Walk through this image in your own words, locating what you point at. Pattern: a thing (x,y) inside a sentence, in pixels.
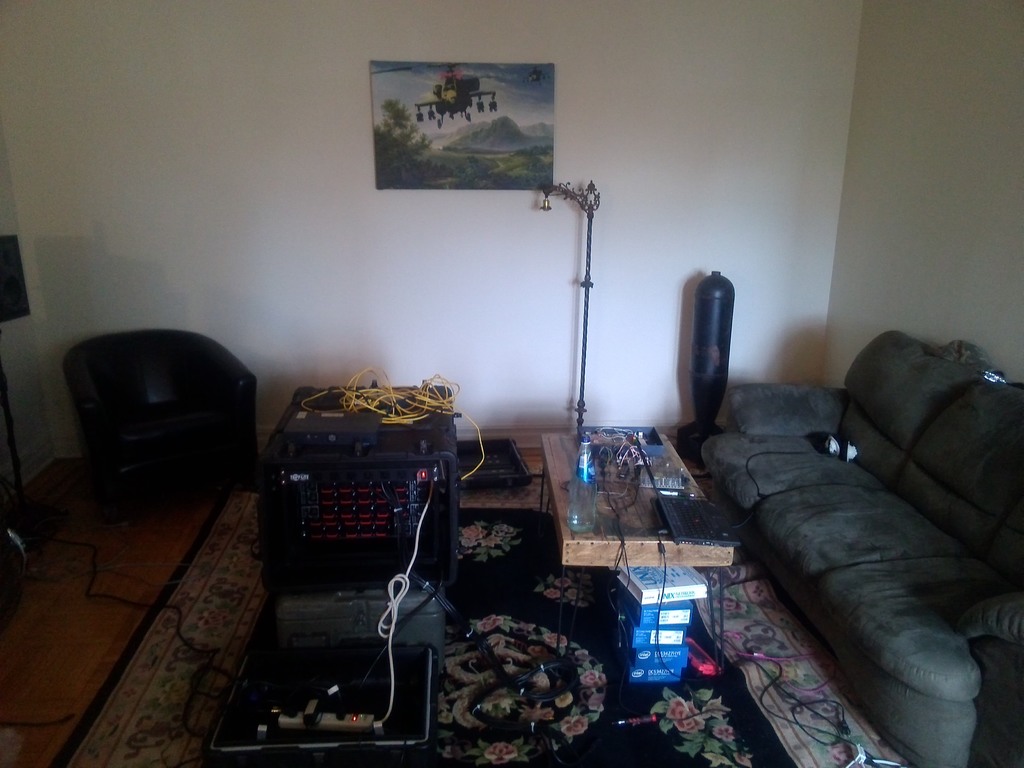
In this image I see a sofa set (952,721), an equipment (456,488) and a table (558,518) on which there are few things (659,465) on it. In the background (426,286) I see the wall (358,288) and a poster (393,93) on it.
